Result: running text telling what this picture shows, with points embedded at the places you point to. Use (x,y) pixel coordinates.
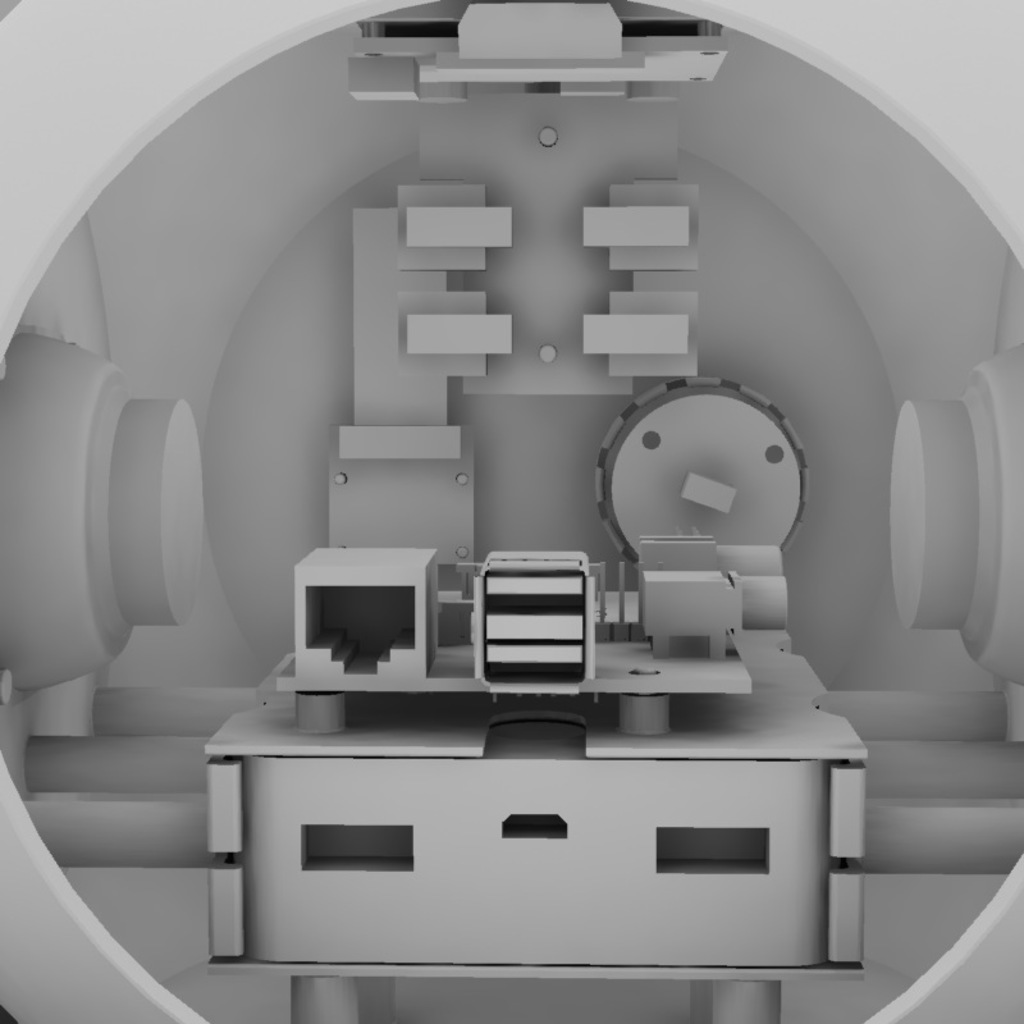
In this image there is an object (603,848) towards the bottom of the image (627,799), there is an object (970,442) towards the right of the image (960,480), there is an object (124,482) towards the left of the image (127,507), there are electronic components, at the background of the image (291,515) there is a wall (238,302).
